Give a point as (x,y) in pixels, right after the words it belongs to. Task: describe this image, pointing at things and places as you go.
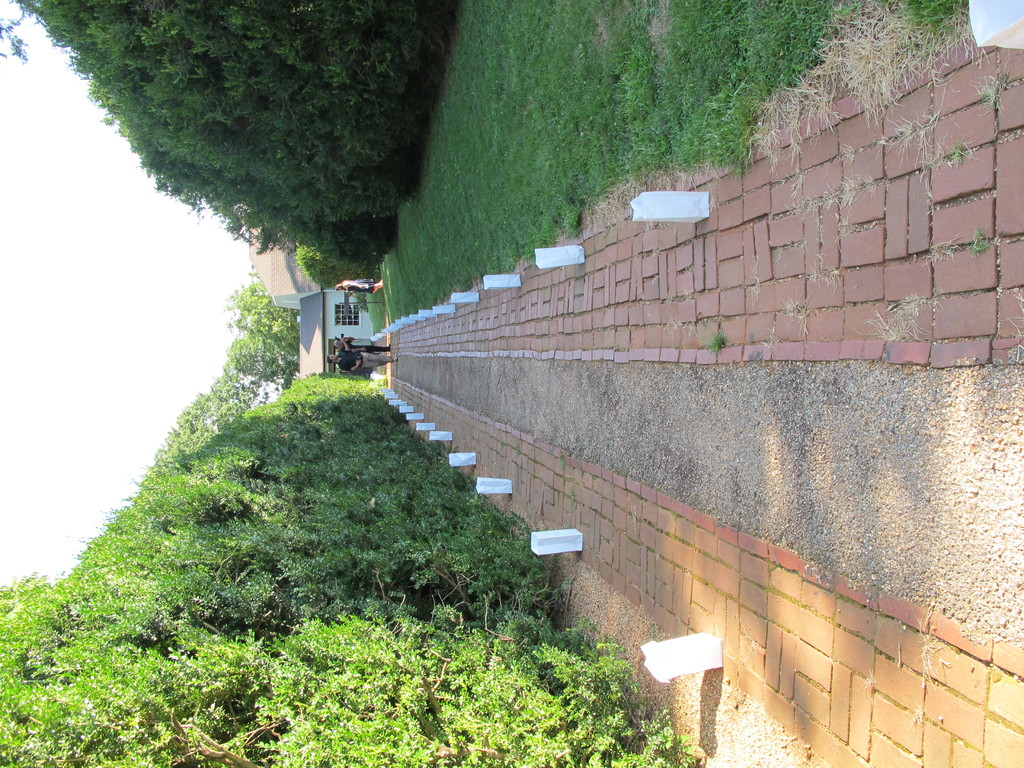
This is a tilted image, in this image, at the top (87,94) there are trees (406,117), at the bottom (230,645) there are trees (474,671), in the middle (479,340) there is a path (711,390), on that path (731,358) people (372,352) are walking, in the background (293,291) there are houses (323,318) and the sky (202,337).
